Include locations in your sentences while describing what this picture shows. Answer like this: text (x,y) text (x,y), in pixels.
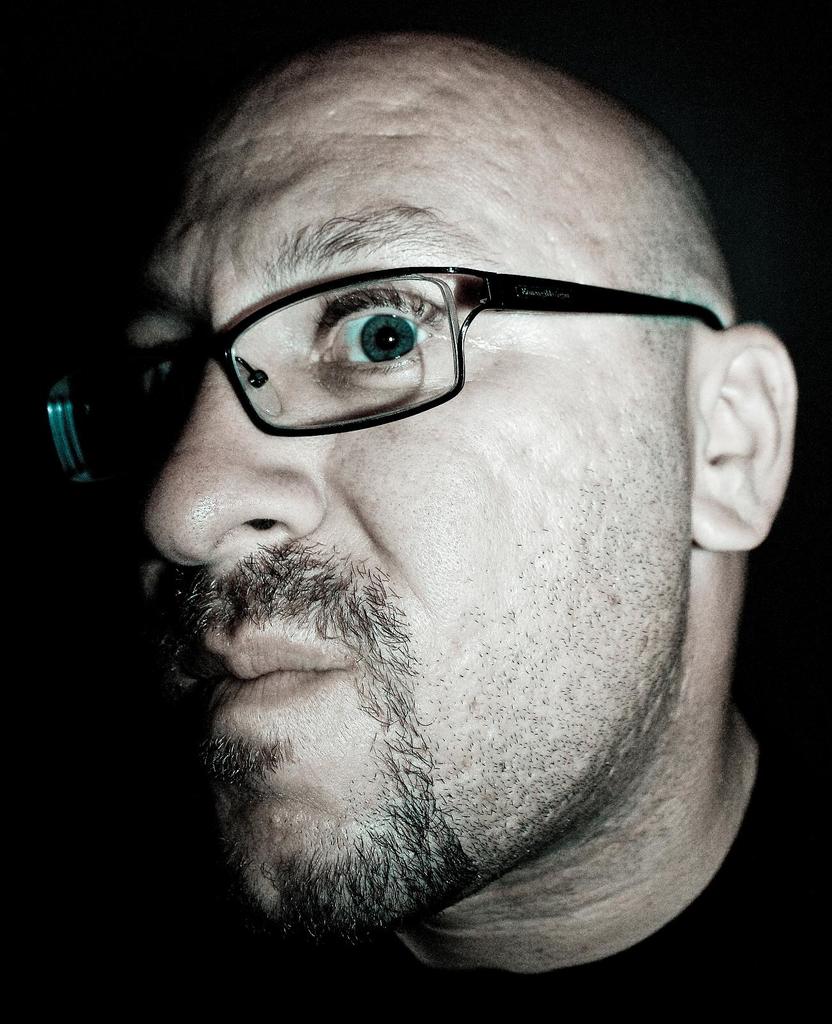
In this image there is a face (397,597) of the man (411,660) wearing a spects (340,349).
